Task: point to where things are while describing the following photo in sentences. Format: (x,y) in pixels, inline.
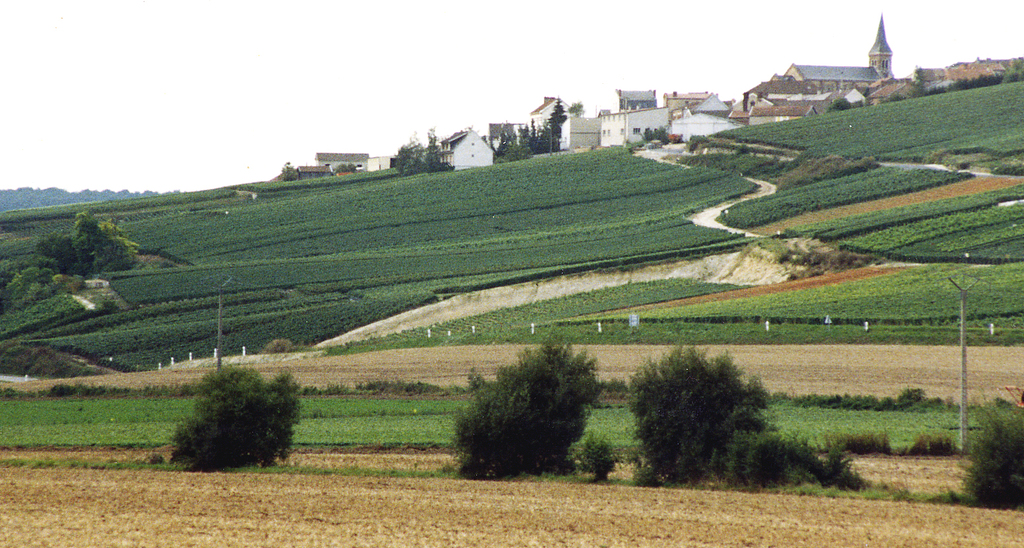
In this image there are plants (52,430), trees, buildings (628,133), electrical poles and mountains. At the bottom of the image (122,379) there is grass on the surface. At the top of the image (158,62) there is sky (200,28).
